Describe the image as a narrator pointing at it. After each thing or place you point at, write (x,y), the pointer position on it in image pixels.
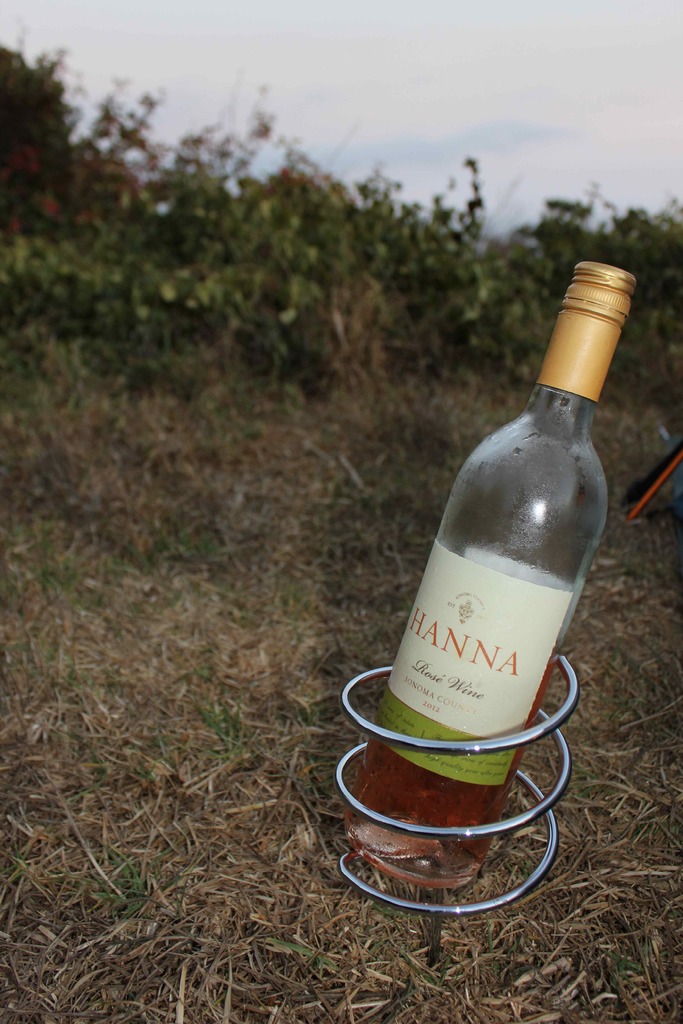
In this picture we can see a bottle (587,442) with sticker (483,680) to it and ring (510,820) on it and this is on a grass (208,577) and aside to this we can see trees (358,256), sky (426,76).
